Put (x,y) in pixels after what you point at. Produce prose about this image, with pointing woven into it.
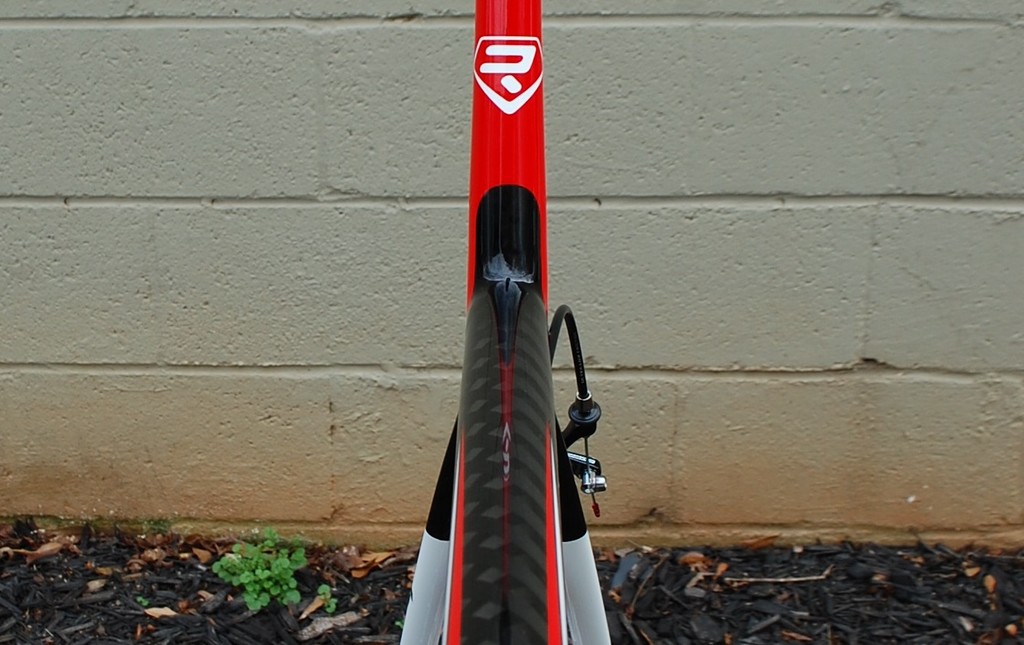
In this image I can see a bicycle (513,368) on the ground (152,624). On the left side (289,573) there is a plant (254,562). In the background (226,220) there is a wall (238,232).
